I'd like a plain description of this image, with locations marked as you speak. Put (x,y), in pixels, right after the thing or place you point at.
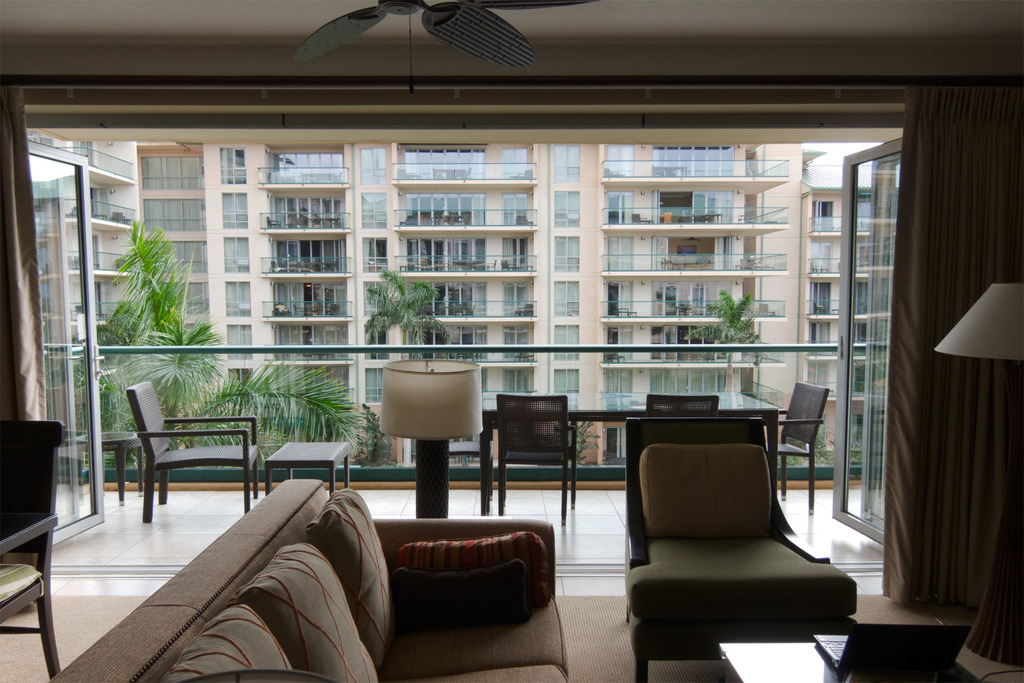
Here we can see a sofa (476,529) and chair (690,500) and lamp (437,419) on the floor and here is the table (282,449), and at back (538,206) here is the building (390,251), and here are the trees (190,358).
